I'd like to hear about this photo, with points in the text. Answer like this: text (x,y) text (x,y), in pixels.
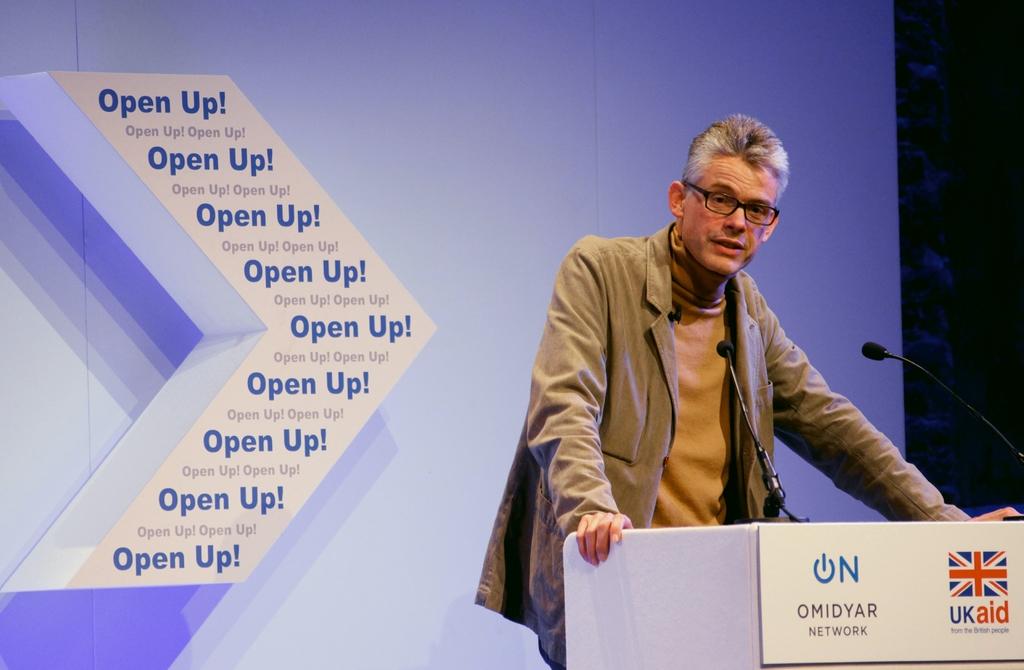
In the picture we can see a person (614,368) wearing brown color jacket (631,359), also wearing spectacles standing behind podium (846,551) on which there are some microphones (743,518), there is some board (941,591) attached and in the background of the picture (171,652) there is blue color sheet (403,235) and some words (339,327) written.
